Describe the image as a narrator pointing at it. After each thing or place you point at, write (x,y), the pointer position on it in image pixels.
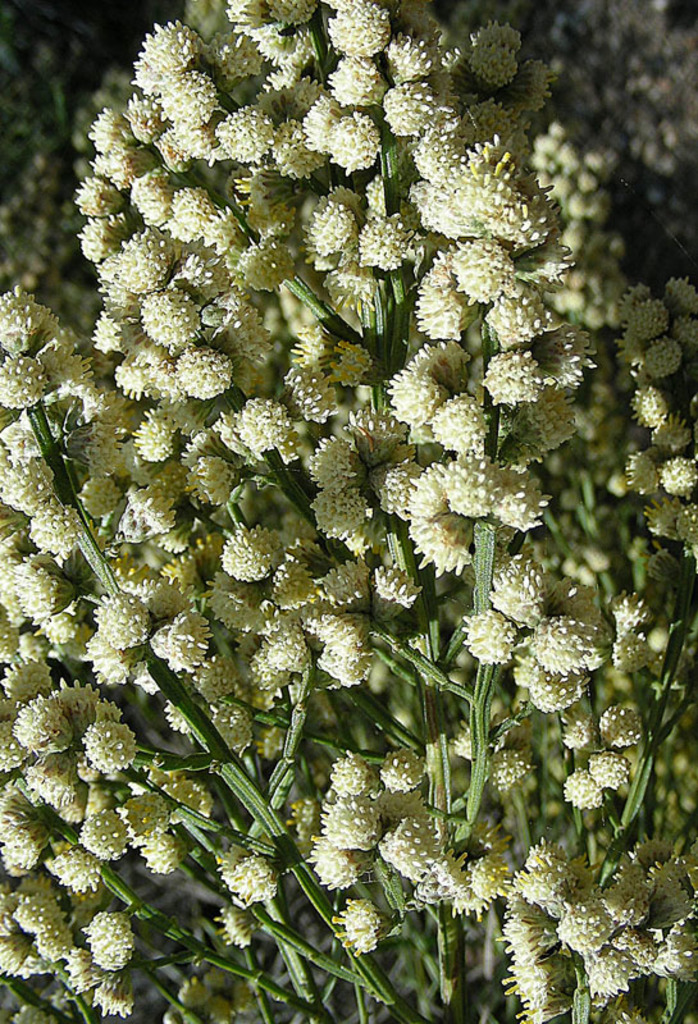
In this image we can see a white color flowers (242,538) and green color stems (291,843).
